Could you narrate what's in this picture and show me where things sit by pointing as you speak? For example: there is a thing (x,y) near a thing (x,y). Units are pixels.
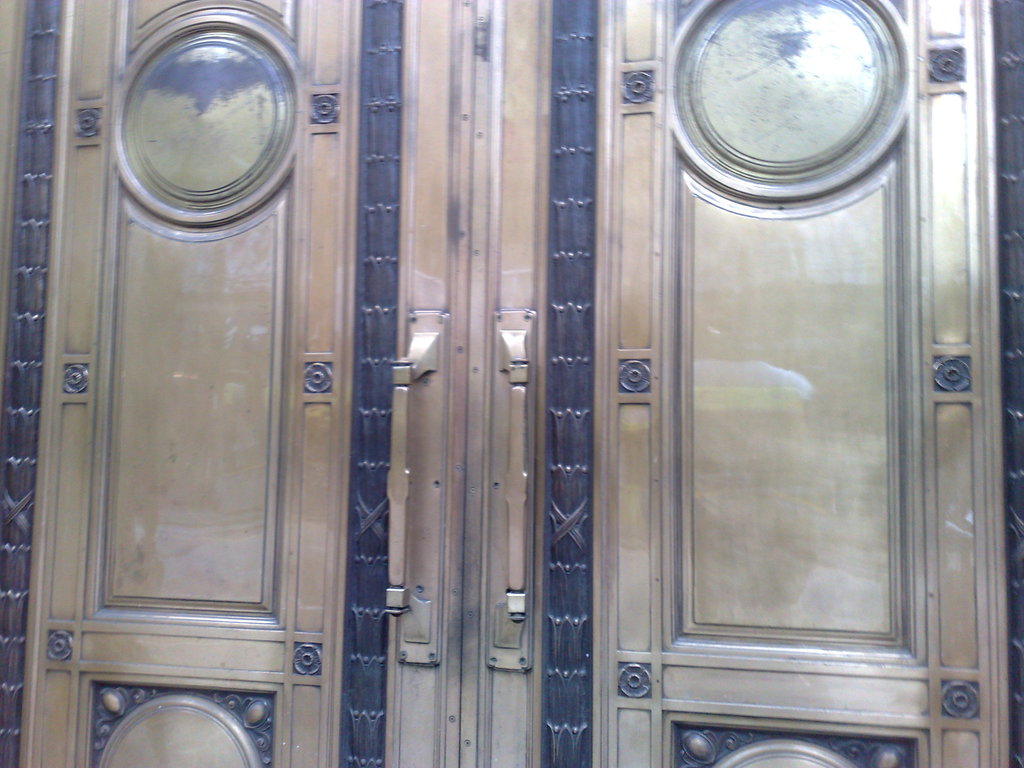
In this picture I can see there is a door (574,380) and it has a metal handle (517,350) and there is a metal frame (653,586) on the door (505,553).
